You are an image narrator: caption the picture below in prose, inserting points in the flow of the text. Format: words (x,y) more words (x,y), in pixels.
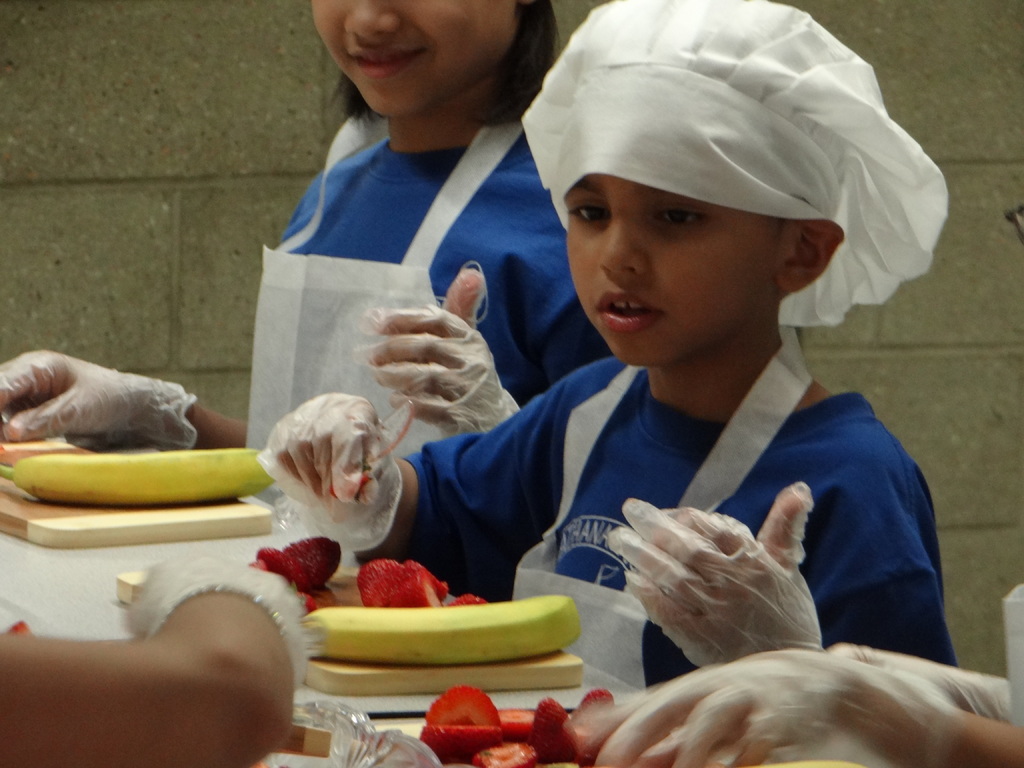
In this image we can see persons (512,467) standing in front of the table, on the table (307,693), we can see bananas (382,640), strawberries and some other objects (319,669), in the background (961,139) we can see the wall (985,406).
